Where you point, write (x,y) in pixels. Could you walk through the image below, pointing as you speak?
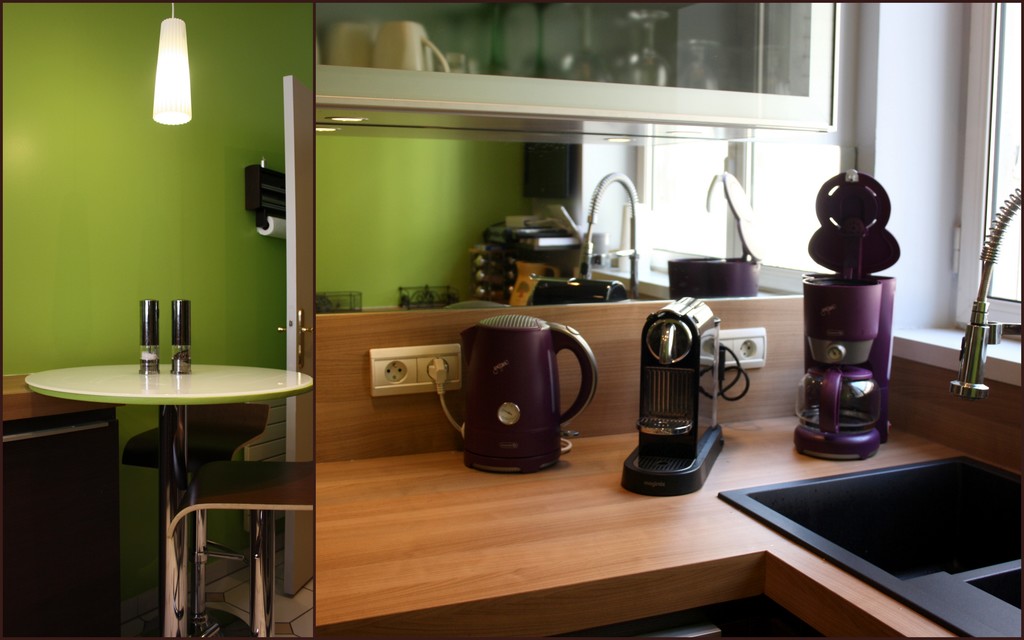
On the left side (182,344), there are two bottles (154,341) on the table (273,391). Above this table (87,397), there is light (172,43). On the right side (689,463), there are some objects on the wooden surface (441,516). In the background (395,205), there is a mirror (811,191) and there is wall (41,263).
